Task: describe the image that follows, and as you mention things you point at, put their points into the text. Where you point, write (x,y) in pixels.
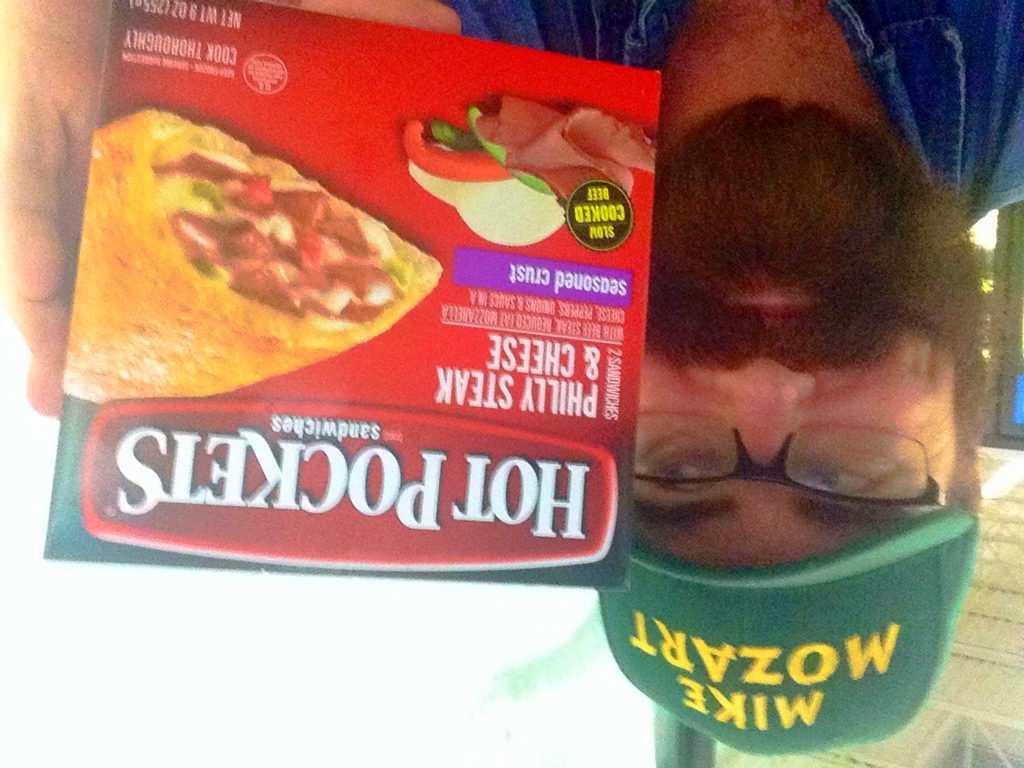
In this picture I can see a person (663,460) holding the food box (498,471). And in the background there are some objects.
